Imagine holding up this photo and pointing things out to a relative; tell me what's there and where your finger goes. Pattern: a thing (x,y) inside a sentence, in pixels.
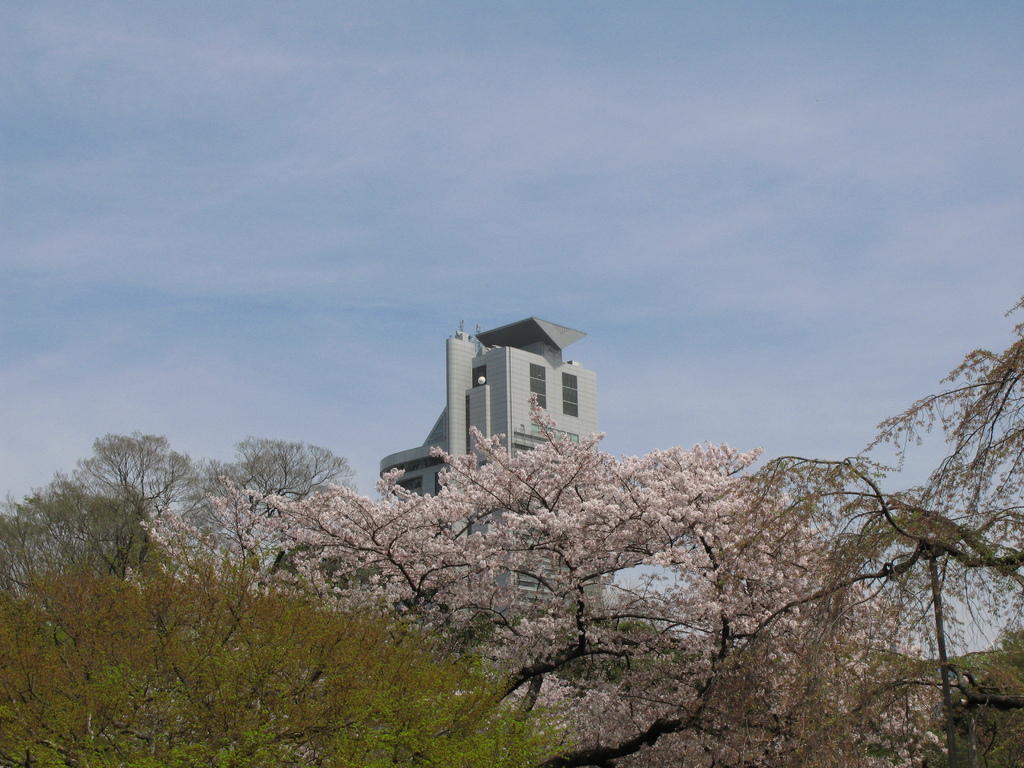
This picture might be taken from outside of the city. In this image, in the middle (528,388), we can see a building (582,369), trees (621,518) with some flowers (516,556). In the background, we can also see some trees (1006,570), at the top (678,78), we can see a sky (685,250).
